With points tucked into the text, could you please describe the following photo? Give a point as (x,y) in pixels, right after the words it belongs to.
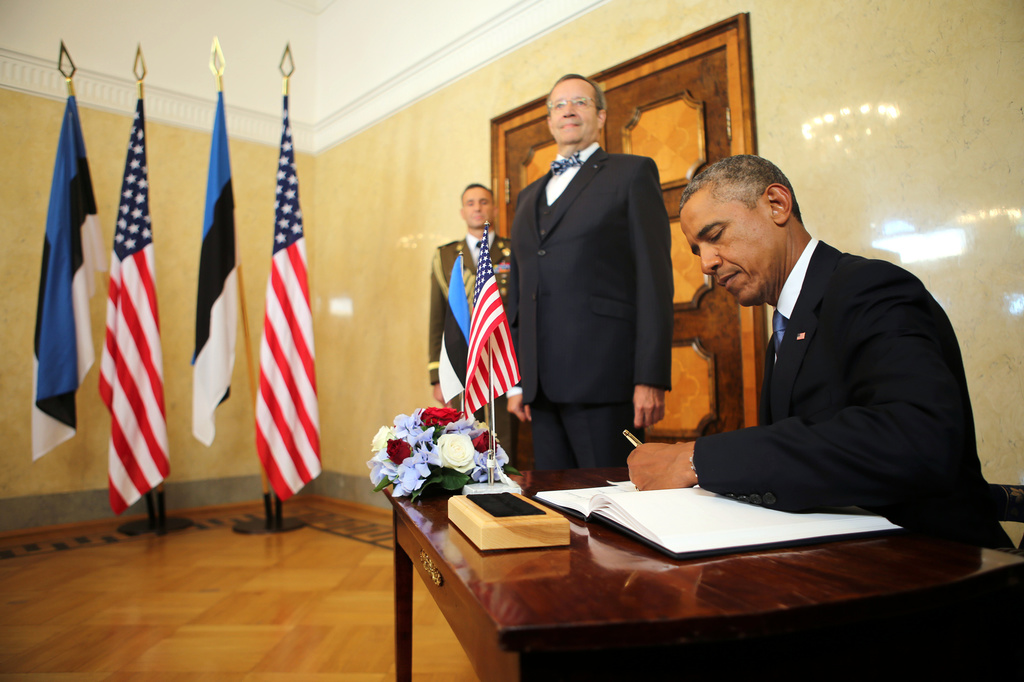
In this image I can see three men (658,271) where two of them standing and one is sitting. I can also see a book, flower (391,455) and few flags (489,292).
